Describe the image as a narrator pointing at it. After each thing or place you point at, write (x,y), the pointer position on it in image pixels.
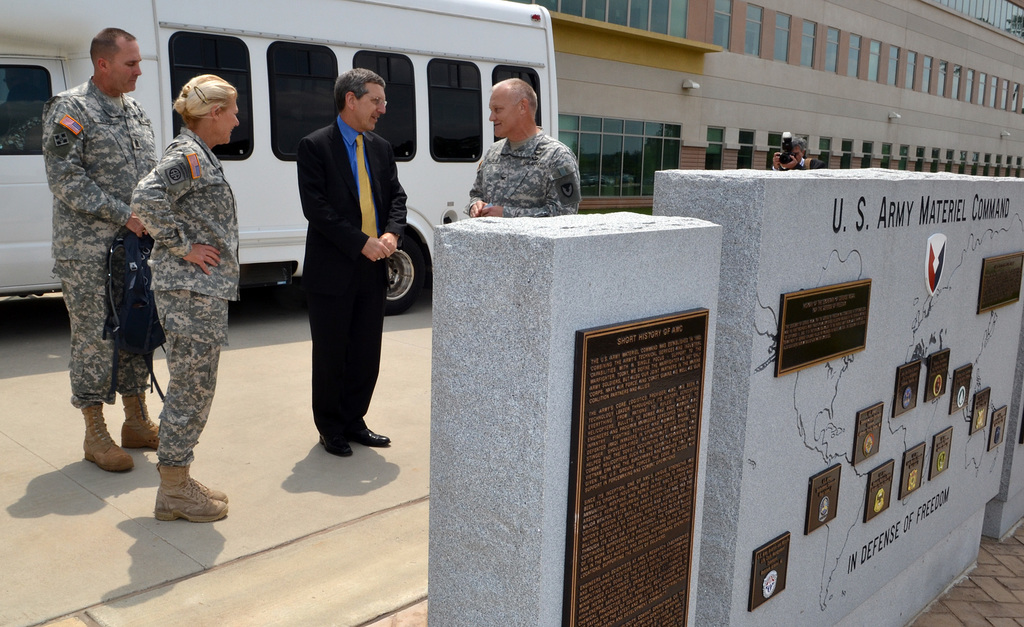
This picture shows few people (308,240) are standing and we see a man (95,244) holding a backpack (110,255) in his hands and we see a building (819,132) and a minibus (56,3) and we see few boards (699,430) on the wall (989,340) and we see text (800,337) on them.
